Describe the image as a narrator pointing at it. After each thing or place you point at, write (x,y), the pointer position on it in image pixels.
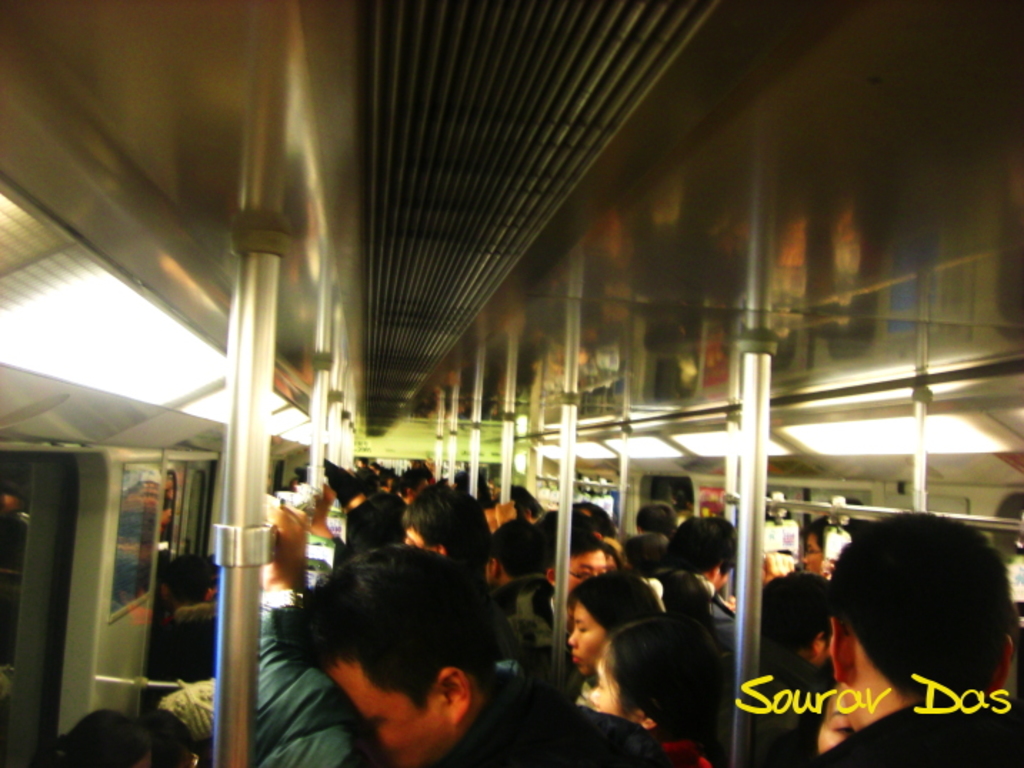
In the center of the image (422,507) there are people (204,744) standing in a train (249,424).
